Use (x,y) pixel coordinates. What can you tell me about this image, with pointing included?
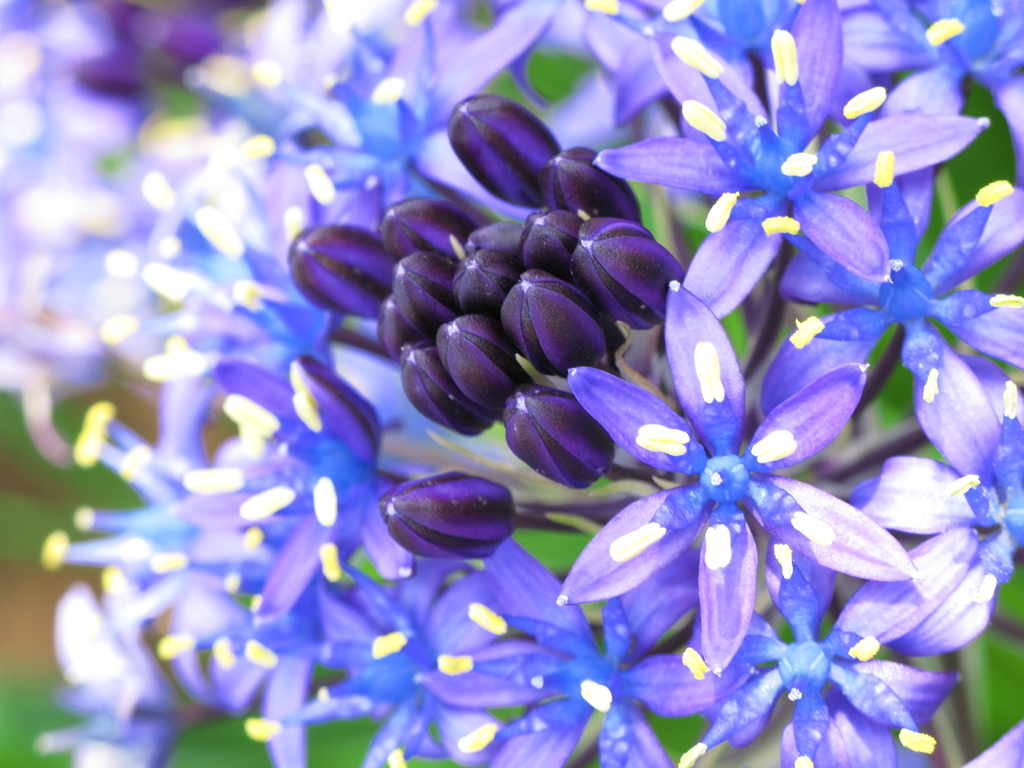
In the picture I can see blue color flowers (553,594) of the plant (811,725) and the left side of the image (133,551) is slightly blurred.
